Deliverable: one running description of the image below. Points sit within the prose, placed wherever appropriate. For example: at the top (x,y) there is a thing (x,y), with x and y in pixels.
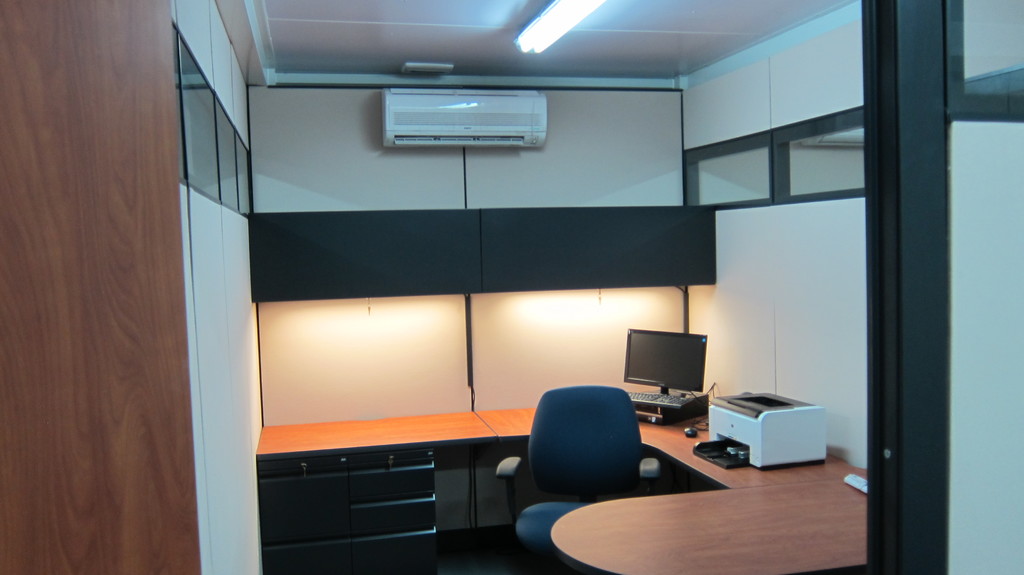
This image is clicked in a room (554,371). There is a light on the top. There is an AC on the top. There are tables (740,481) in this room (724,497) and a chair (553,479). On the table (679,432) there is computer (685,399) and printer (754,432).
